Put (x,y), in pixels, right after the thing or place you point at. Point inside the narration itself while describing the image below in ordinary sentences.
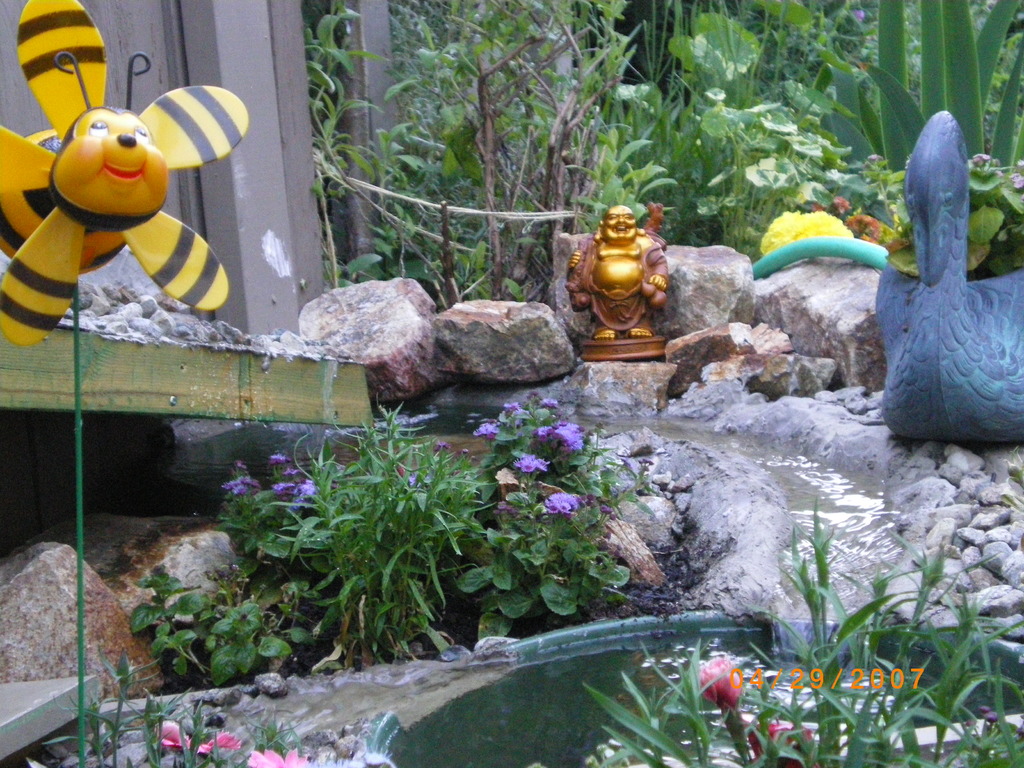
Here i can see some water (583,677). Around this there are some plants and rocks (428,336) and also I can see few toys (54,164).
